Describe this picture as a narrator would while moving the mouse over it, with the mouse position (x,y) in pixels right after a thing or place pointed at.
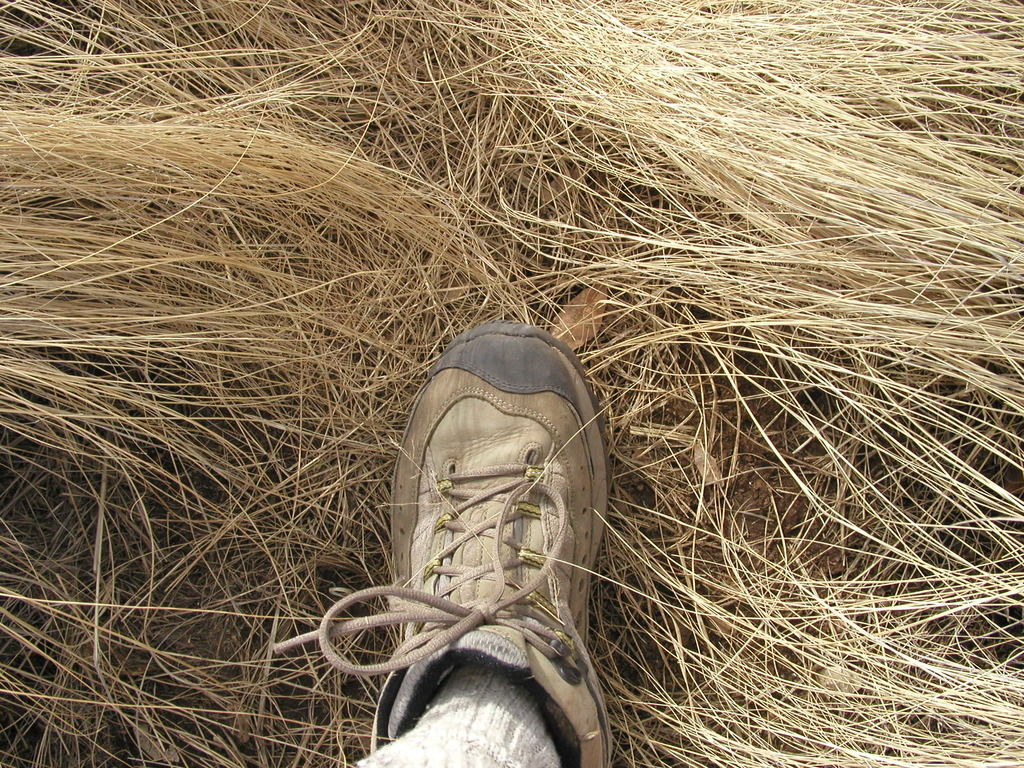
In this image in the center (447,440) there is one person's leg (467,678) is visible, and in the background (726,434) there is grass (695,344).
